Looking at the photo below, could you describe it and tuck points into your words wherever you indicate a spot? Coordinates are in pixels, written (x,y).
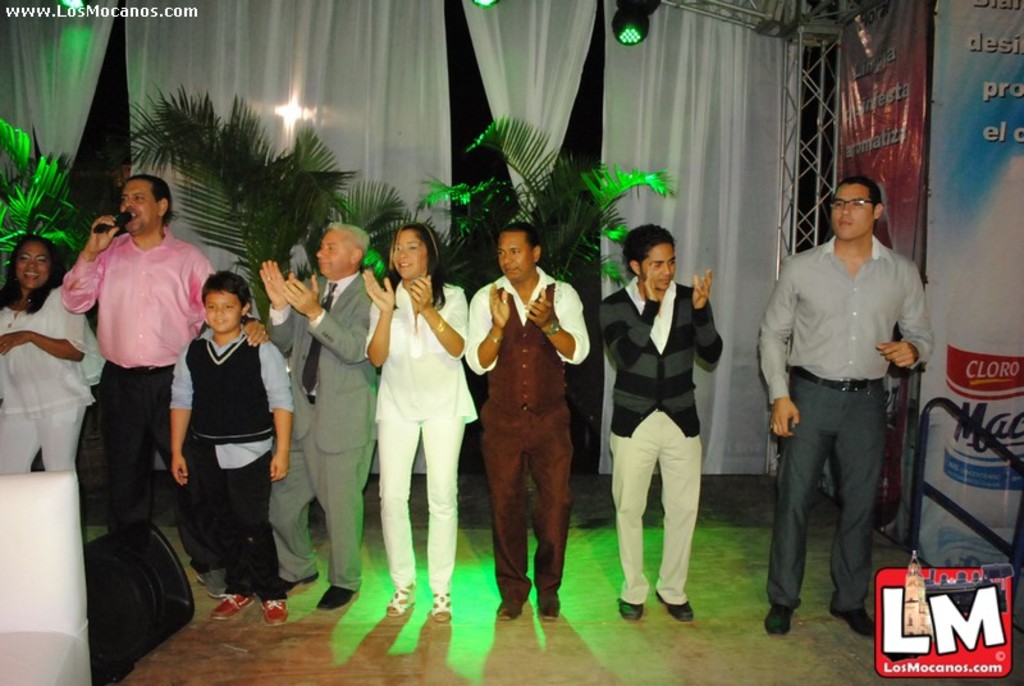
This image consists of some persons (527,438). Some of them are clapping. One is holding mic (119,222). There are plants (1,146) behind them. There are curtains (231,26) behind them. There are lights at the top (629,25).
